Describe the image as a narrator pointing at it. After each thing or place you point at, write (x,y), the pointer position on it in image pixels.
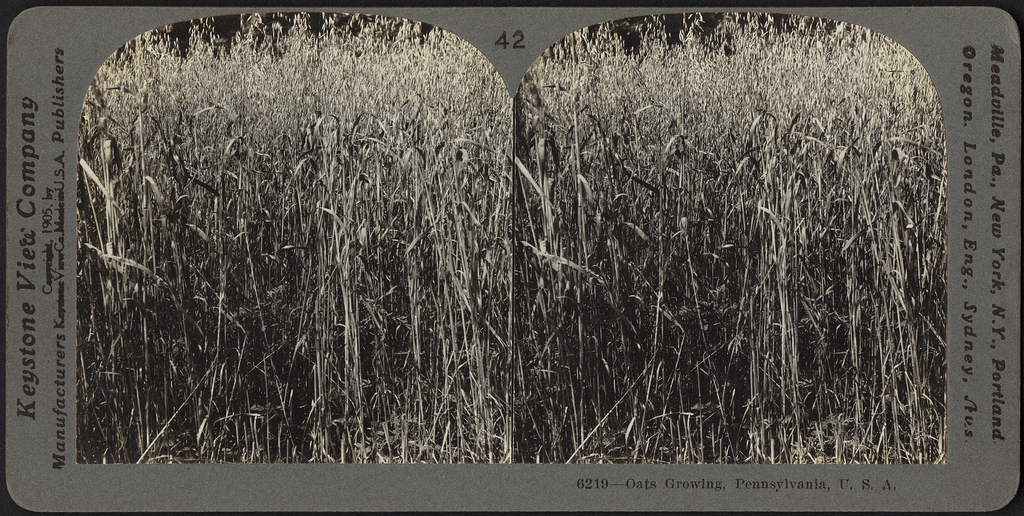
This image is a black and white image. This image consists of a paper (474,28) with a text (961,228) on it and there are two images (473,334) of fields (624,177) pasted on the paper (526,45).
